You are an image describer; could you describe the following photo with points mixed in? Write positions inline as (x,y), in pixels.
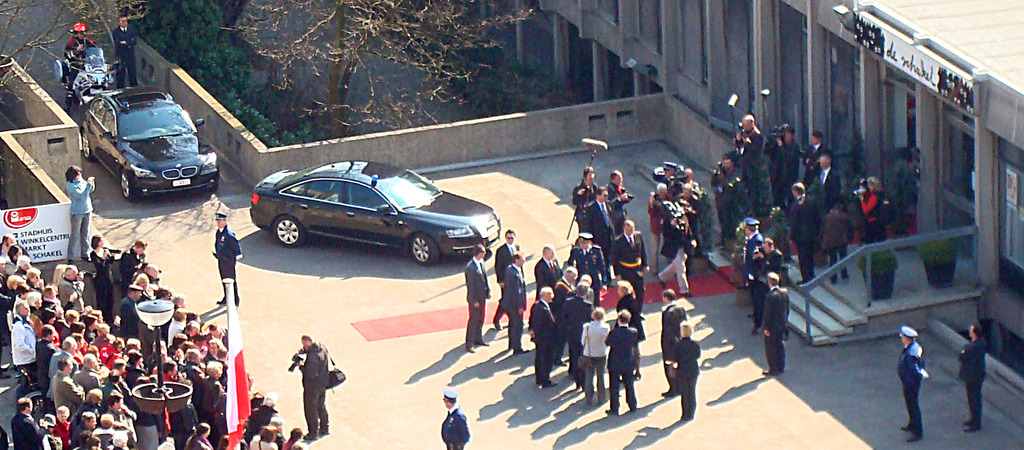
In this image we can see there are a few people (673,207) standing, we can also see there are two cars (145,167) and a bike (84,81) approaching, in the background of the image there are lamp posts (169,303), trees (337,59), stairs (821,304) and a building (726,42).
